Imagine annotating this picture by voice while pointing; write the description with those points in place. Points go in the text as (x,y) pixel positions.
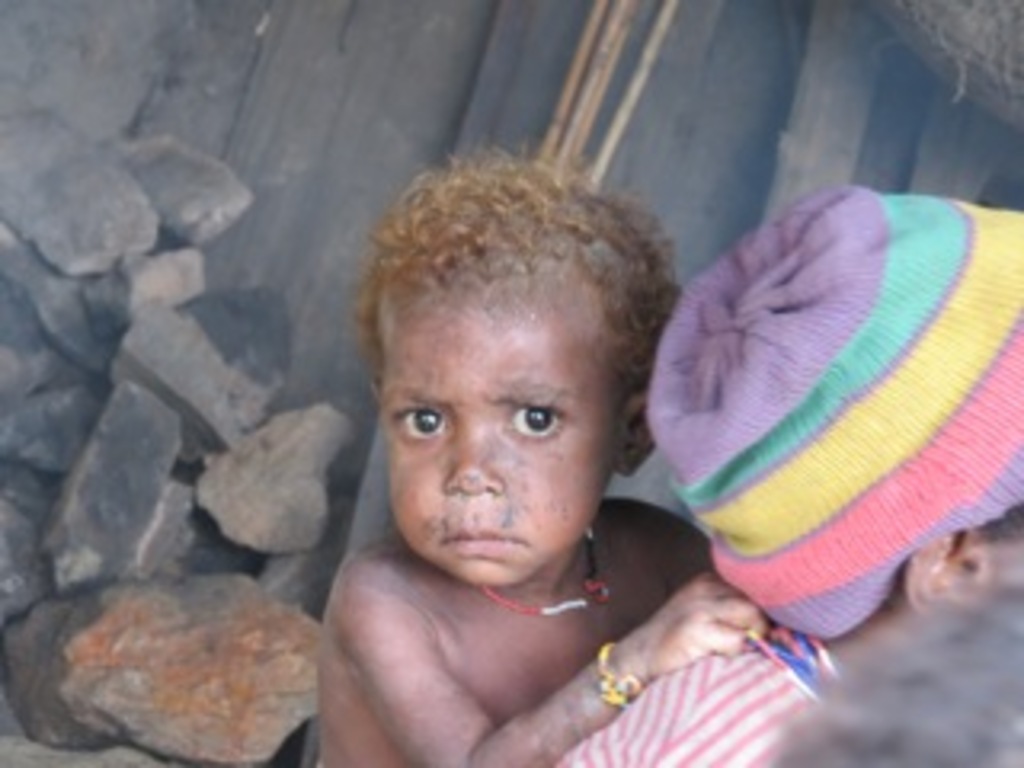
In this image there is a boy (510,516) in the middle (524,499). He is holding the shirt (736,683) of another man (754,651) who is beside him. The man (741,656) on the right side (769,593) is having a cap (775,611). In the background (184,293) there are stones (217,352). Beside the stones (178,280) there is a wooden wall (293,82).
